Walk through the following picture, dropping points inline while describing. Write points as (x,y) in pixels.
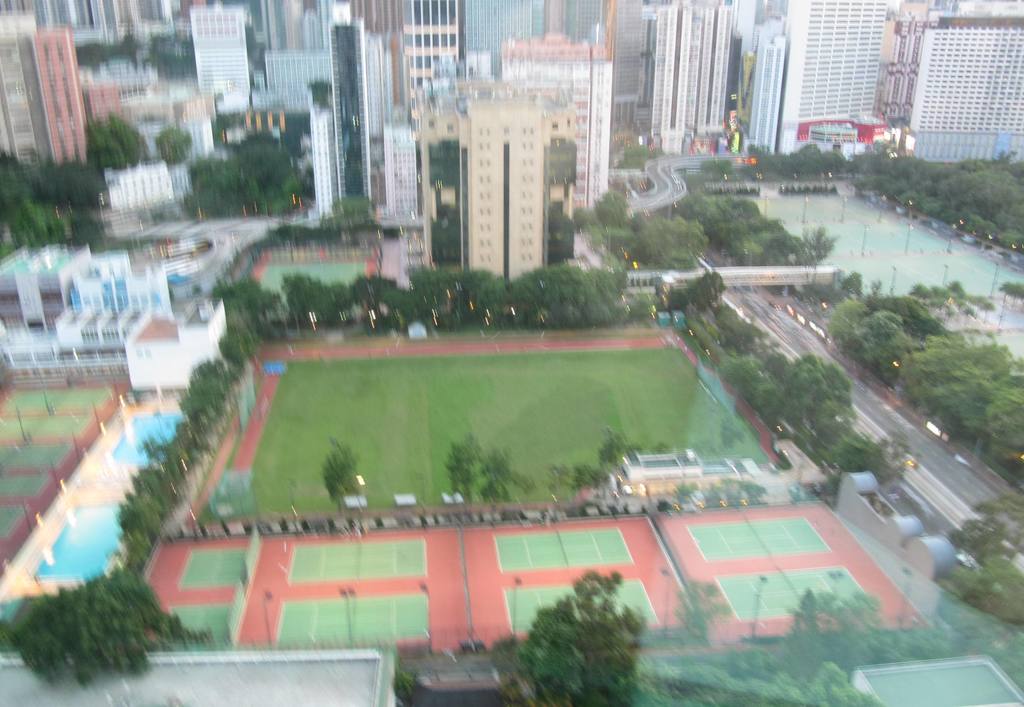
In the image we can see some trees (95,214) and poles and buildings (487,33).
